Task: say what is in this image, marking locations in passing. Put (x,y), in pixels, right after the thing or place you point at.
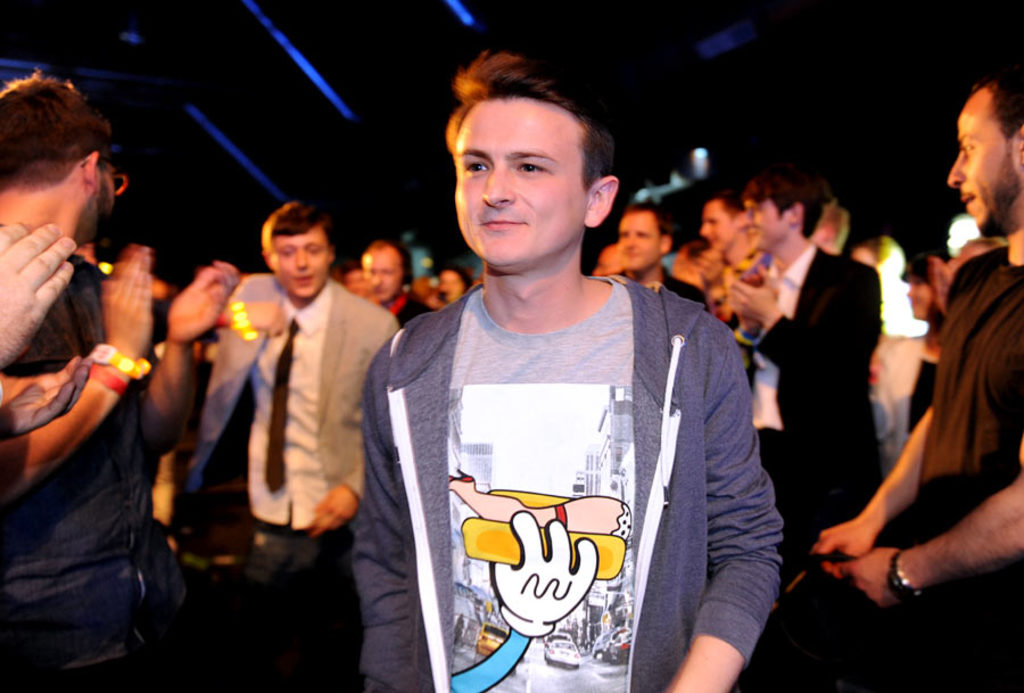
In this image we can see men (355,374) standing and some of them are clapping their hands (59,241).
